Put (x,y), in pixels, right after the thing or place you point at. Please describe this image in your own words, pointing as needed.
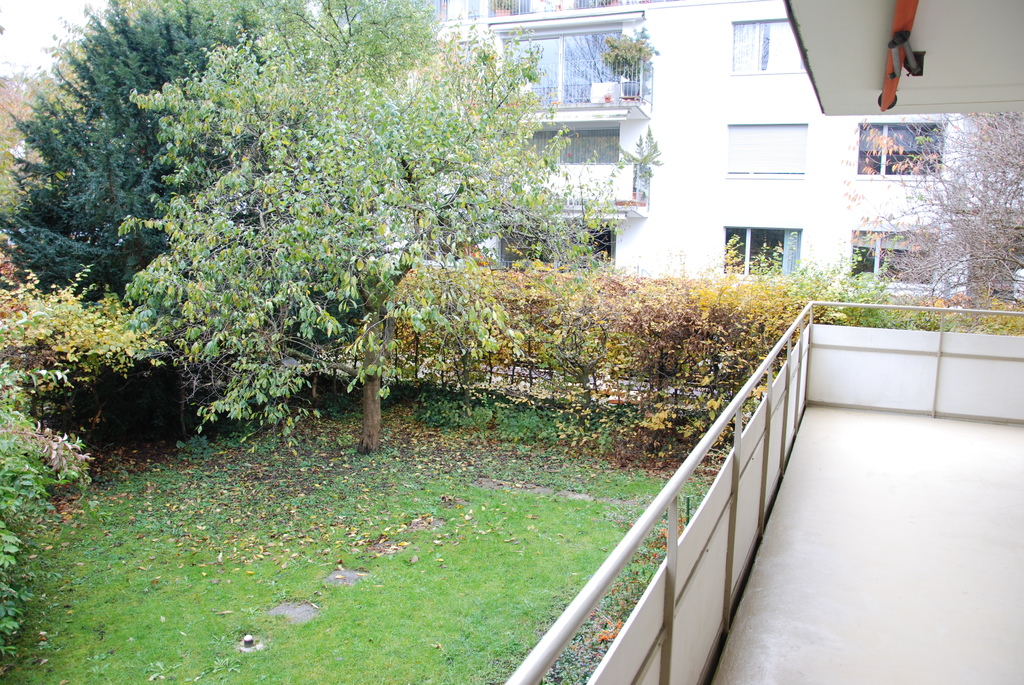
In this image we can see the buildings (829,170). In front of the buildings (740,112) there are trees (301,328), plants (663,353), fence (800,383) and grass (459,589). And at the top (904,21) we can see an object (898,51) attached to roof (980,64).
